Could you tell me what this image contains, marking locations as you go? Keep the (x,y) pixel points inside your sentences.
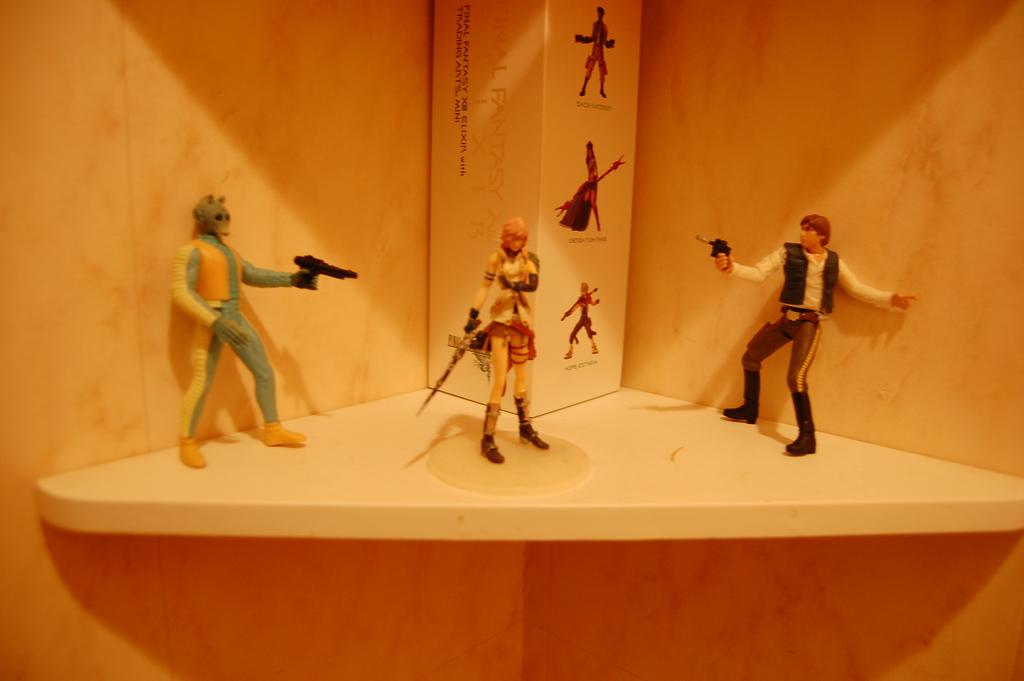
On this white surface (491,504) we can see a box (503,219) and toys (223,303). These toys (494,344) are holding weapons (318,263). Background (794,108) we can see walls (837,121).
